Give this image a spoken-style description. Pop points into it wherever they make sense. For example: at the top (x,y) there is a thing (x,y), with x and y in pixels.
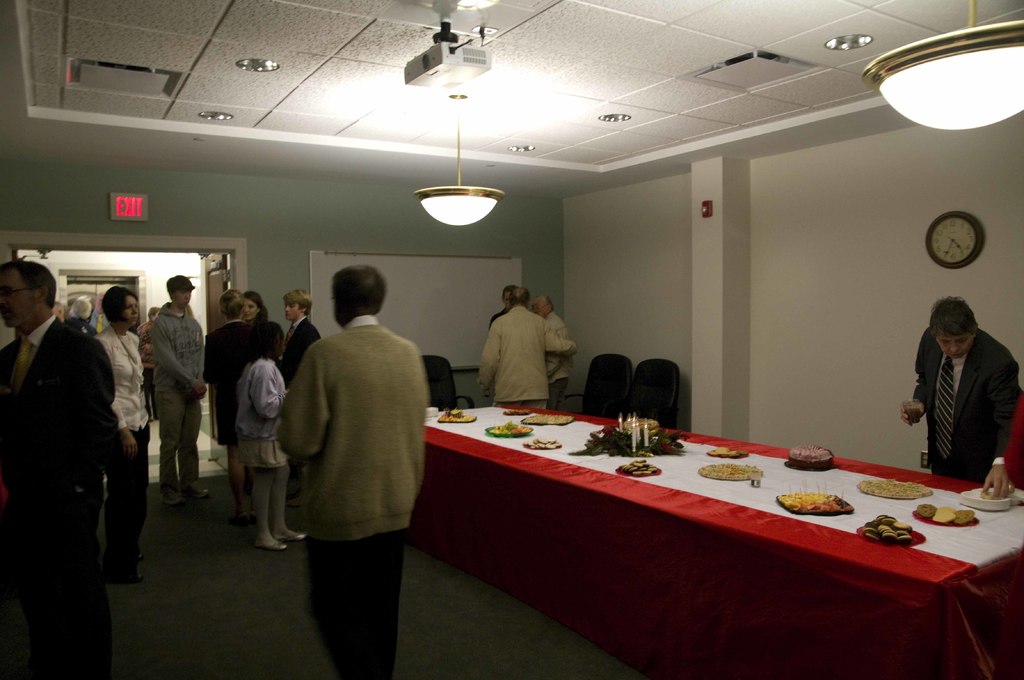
In this picture, we see many people (298,465) are standing. On the right side (894,517), we see a table (778,523) which is covered with red color sheet (618,498). On the table (520,457), we see the plates (739,462) containing the food (551,422). Beside that, there are chairs (600,407). The man (969,424) on the right side (931,420) is standing and he is holding a glass (910,410) containing liquid (910,413) in his hand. Behind him, we see a white wall (841,274) on which wall clock (959,245) is placed. In the background (323,213), we see a wall (376,220) on which white board (450,301) is placed. We even see an exit board (129,206) in the background (118,196). At the top (343,117), we see the lights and the ceiling (363,91) of the room (551,135).
